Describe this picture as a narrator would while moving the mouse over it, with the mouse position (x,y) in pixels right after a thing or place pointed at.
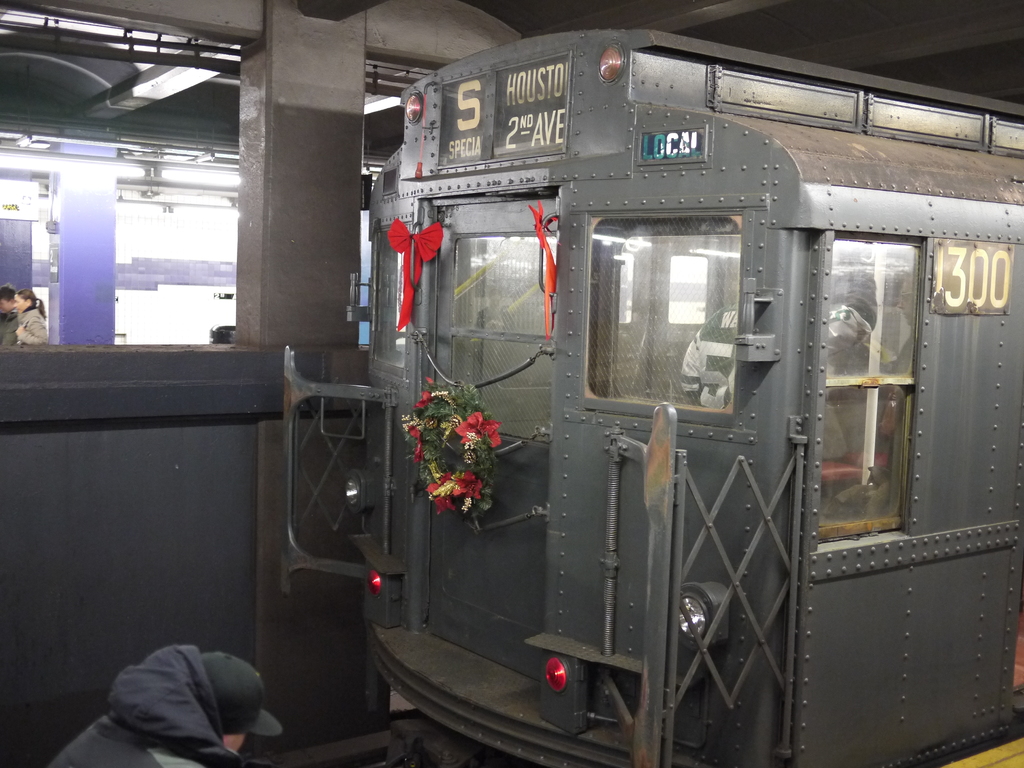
In this image I can see the vehicle (708,581) which is in grey color. In-front of the vehicle (684,628) I can see the person (166,747) with the dress (180,740) and cap (237,711). In the background (18,308) I can see two people (25,324) and the lights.
